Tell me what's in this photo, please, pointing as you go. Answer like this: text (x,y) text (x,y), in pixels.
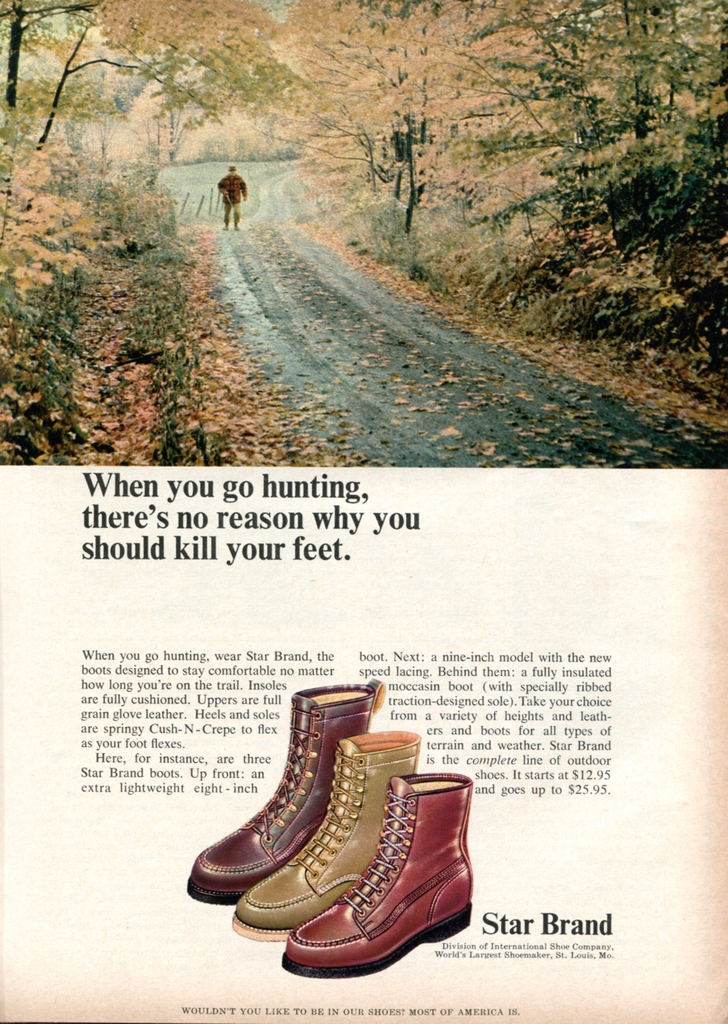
In this image I can see a paper (464,664). To the top of the image (148,297) I can see a picture (328,454) in which I can see the road (342,352), few leaves (329,342) on the road (342,323), a person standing and few trees (79,47). I can see something is written on the paper (246,596) and three different shoes (340,814) to the bottom of the image (329,843).
